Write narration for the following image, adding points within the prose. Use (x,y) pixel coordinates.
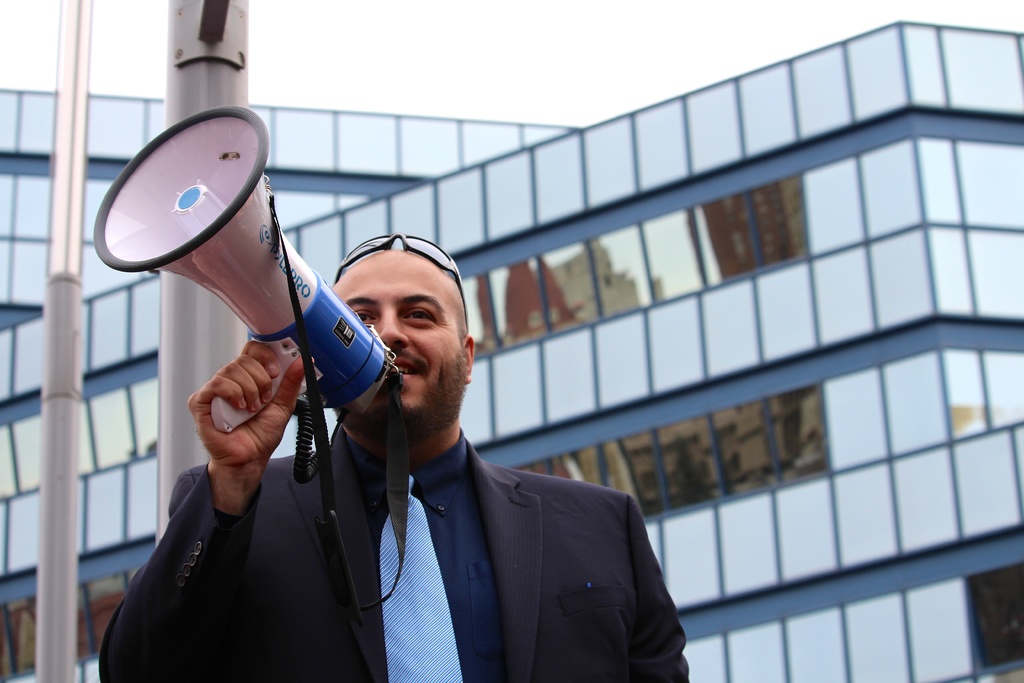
In this image we can see a person (339,469) holding an object (327,323). In the background of the image (700,293) there are buildings (650,272), poles (50,396) and other objects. At the top of the image (378,60) there is the sky (525,41).
